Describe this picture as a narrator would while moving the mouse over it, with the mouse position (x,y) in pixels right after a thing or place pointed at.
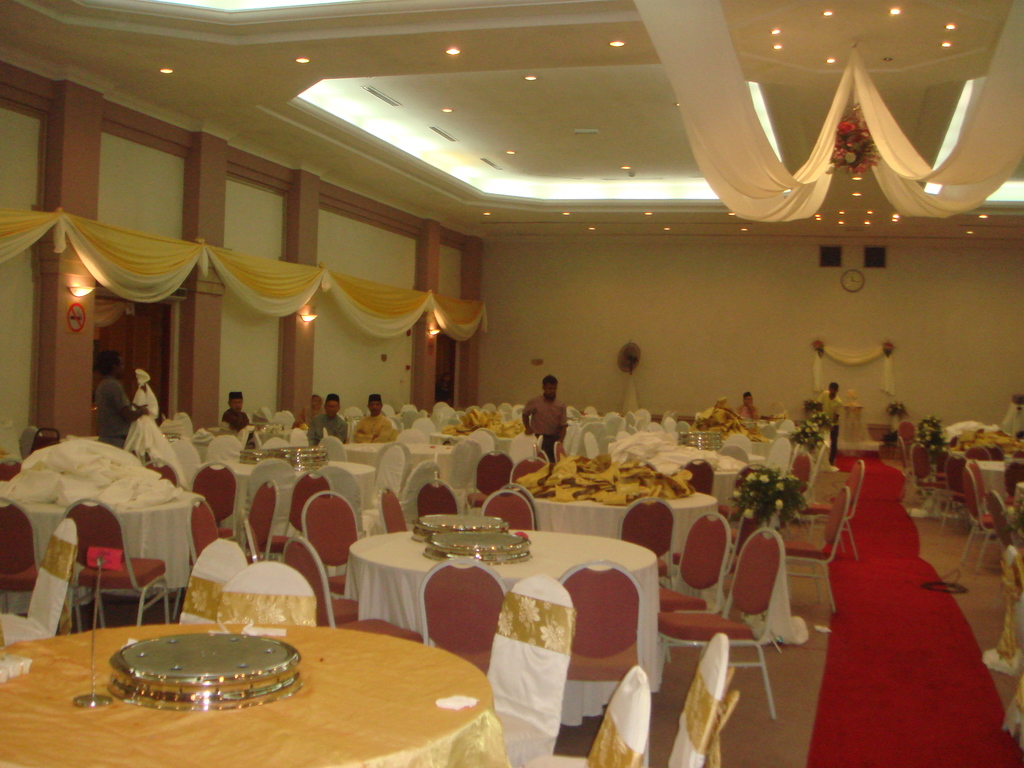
In the foreground of this hall (606,706), there are tables (357,700), chairs (216,579) on the floor (758,728). On the right (904,605), there is a red carpet (898,648). In the background (333,420), we can see few persons (307,419) sitting and standing, artificial flowers (773,486) to the plants (932,430) and clothes (588,463) on the table (480,417). In the background (801,311), there is a wall (714,311), curtains (368,321), lights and the clock (861,272). On the top (687,111), there are lights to the ceiling (640,57), white clothes (837,112) and the flowers (860,146) to the plants (856,156).
